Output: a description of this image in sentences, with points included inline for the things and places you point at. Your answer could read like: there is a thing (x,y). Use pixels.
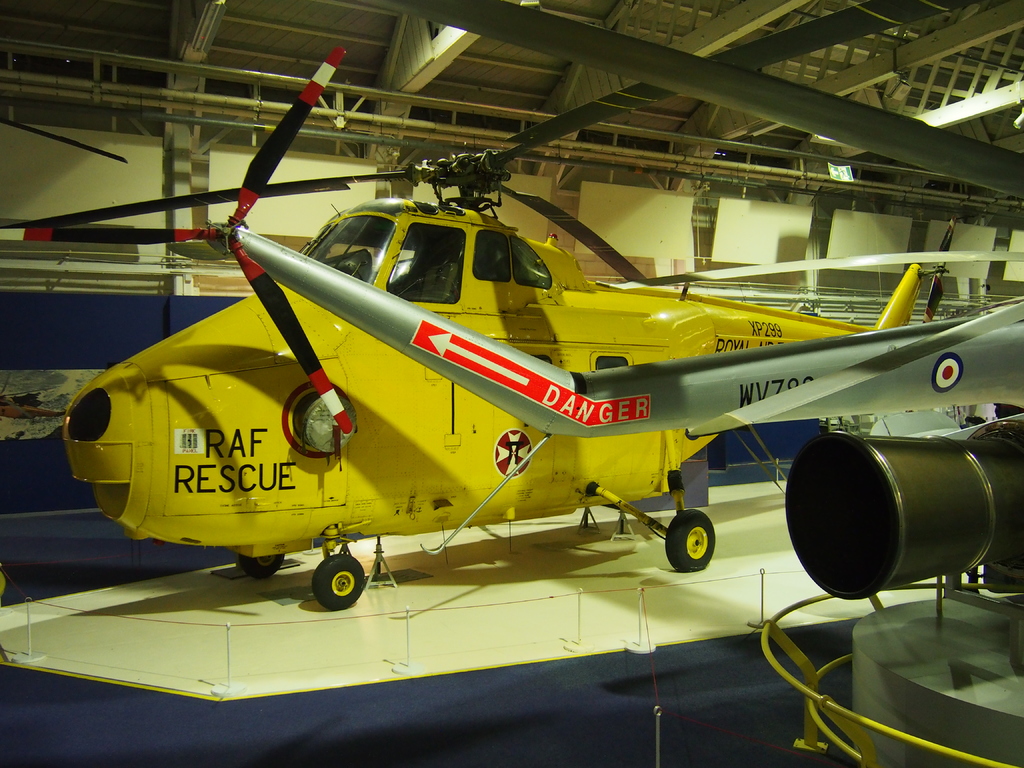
In this image there are helicopters (194,406) on the floor (130,720) and iron roof (998,50) at the top (531,70).
